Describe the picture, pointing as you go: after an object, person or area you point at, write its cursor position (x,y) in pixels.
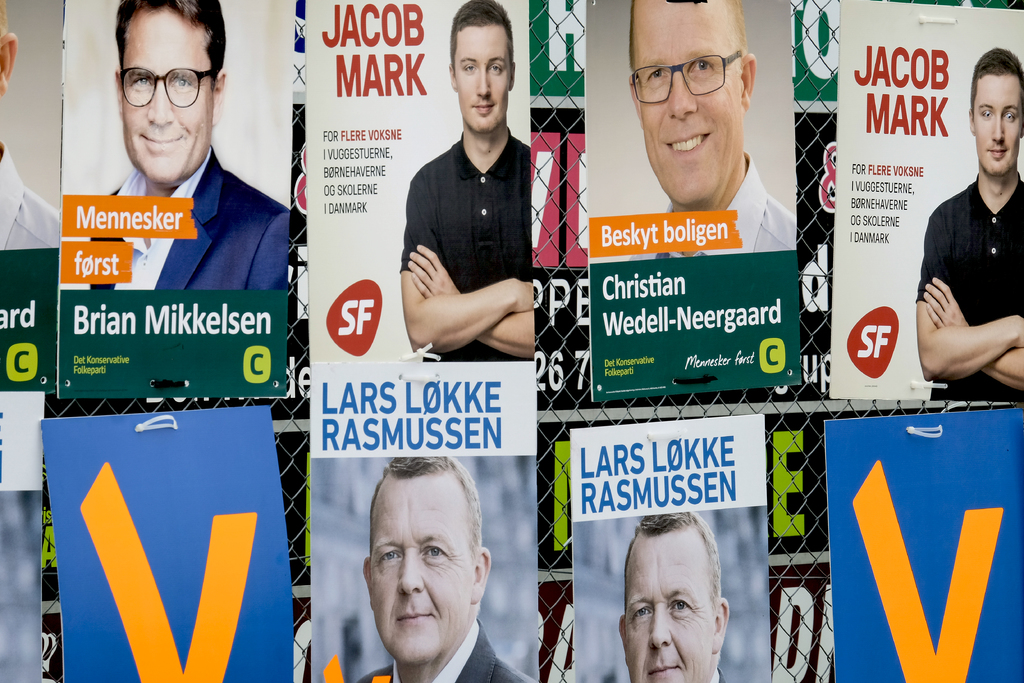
In this image there are boards (497,385) with some text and images (693,536) on it and in the center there is a fence (587,286) and in the background (587,237) there are banners (536,141) with some text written on it.
